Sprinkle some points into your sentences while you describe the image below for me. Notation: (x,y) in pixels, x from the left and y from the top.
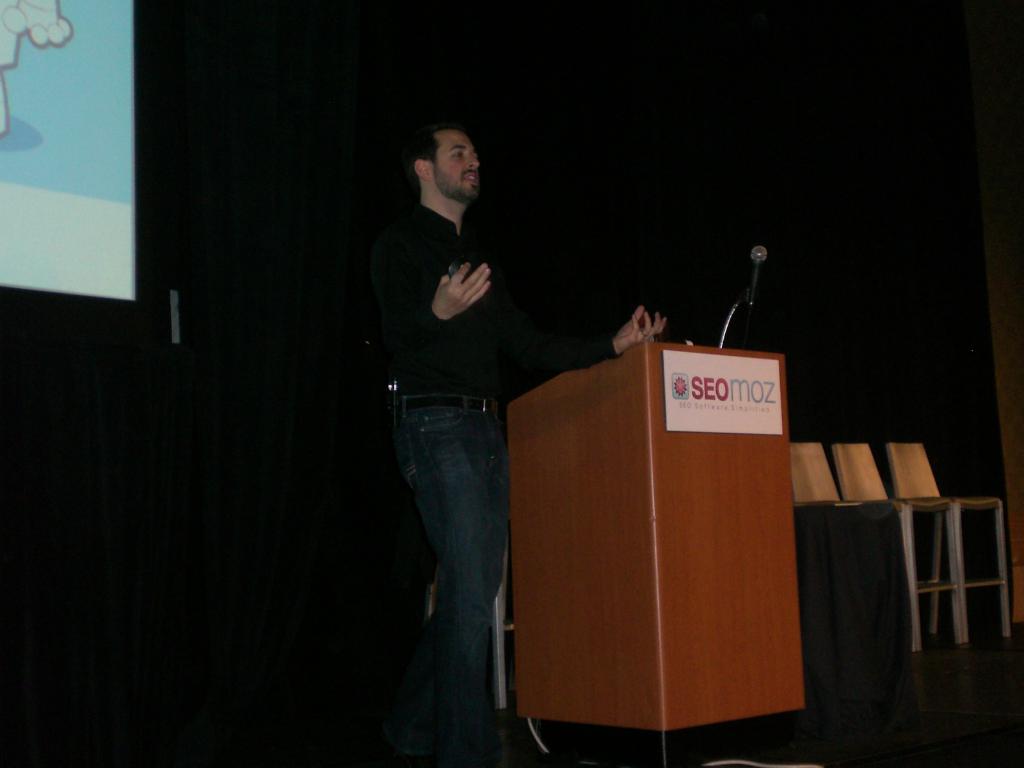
Here in this picture we can see a person (417,303) standing on a stage (383,748) and speaking something in the microphone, which is present on the speech desk (640,360) in front of him and beside him we can see chairs (966,503) present over there and behind him we can see a projector screen (13,19) present and we can also see a curtain (211,323) present over there.
